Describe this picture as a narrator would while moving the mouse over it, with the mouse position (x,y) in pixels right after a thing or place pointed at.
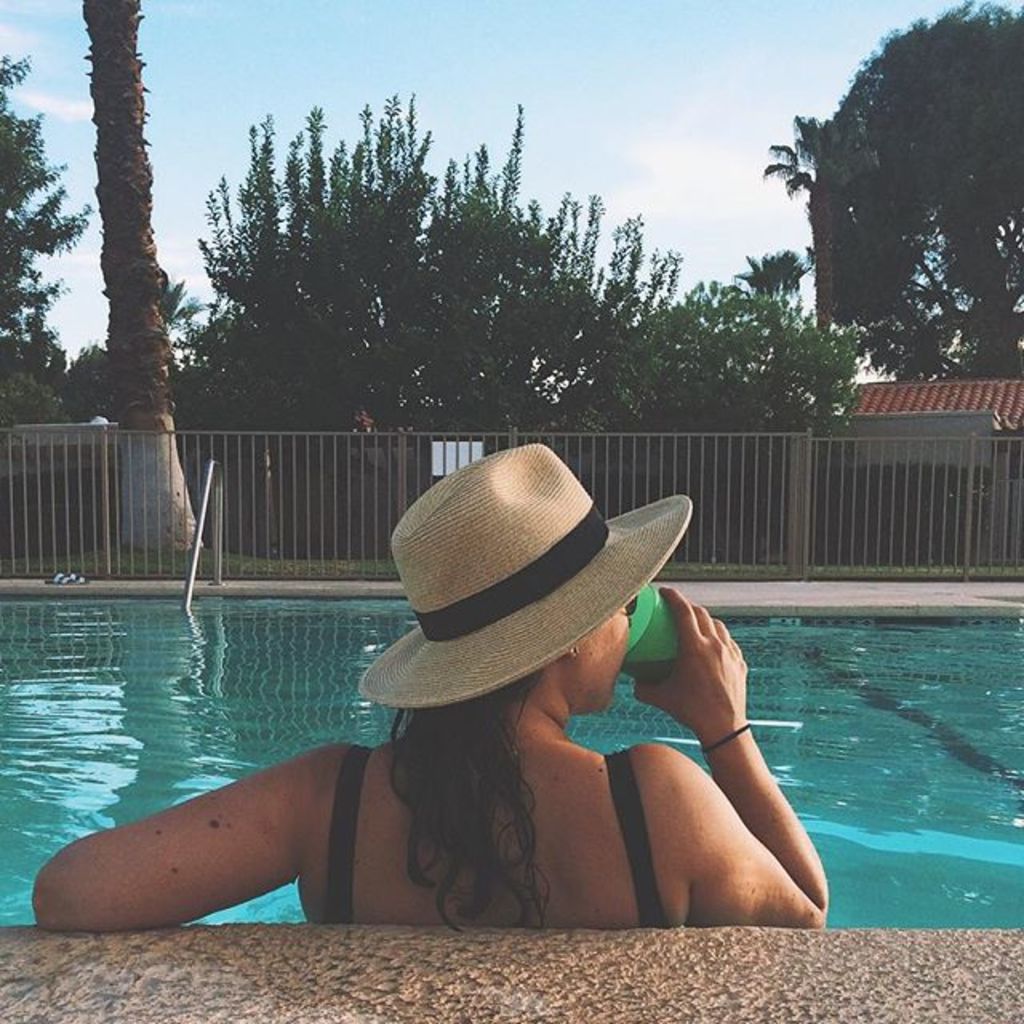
In this picture there is a woman (627,893) wearing hat (533,660) and sitting in the swimming pool (922,795). Behind there is a water (988,638) and fencing grill (443,435). In the background (306,423) we can see some trees (637,367).
